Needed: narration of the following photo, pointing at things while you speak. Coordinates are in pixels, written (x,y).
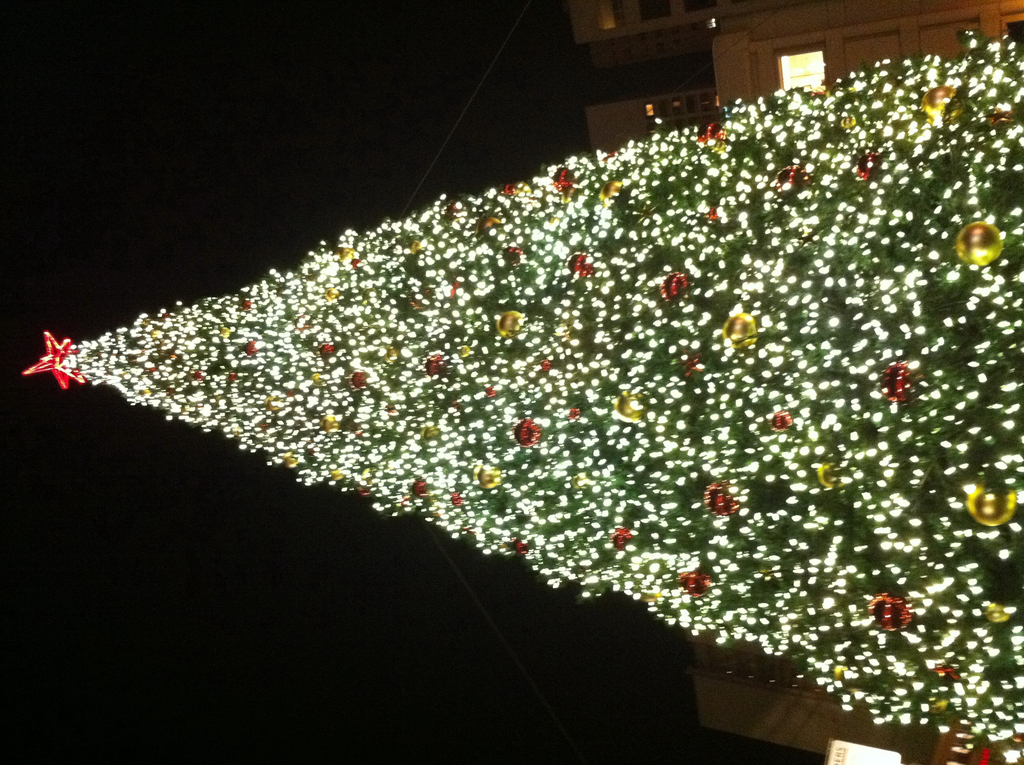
In this image we can see a christmas tree (855,488) which is decorated with lights (717,474) and balls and on the top of the tree (105,370) a star (38,361) is there.
